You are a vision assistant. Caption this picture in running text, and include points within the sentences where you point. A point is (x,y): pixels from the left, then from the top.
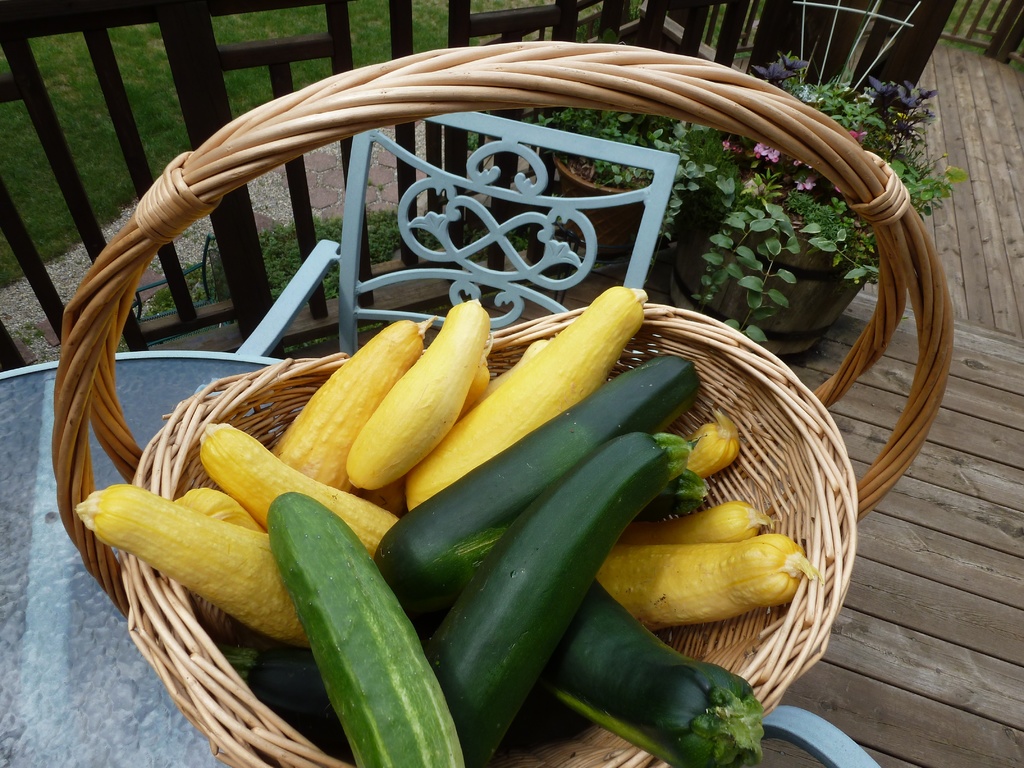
In this picture we can see some vegetables (435,489) in the basket (688,627) and the basket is on the table (51,508). Behind the basket (223,392) there is a chair (657,227), iron grilles (337,3), grass (66,94) and plants (646,123) in the pots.
